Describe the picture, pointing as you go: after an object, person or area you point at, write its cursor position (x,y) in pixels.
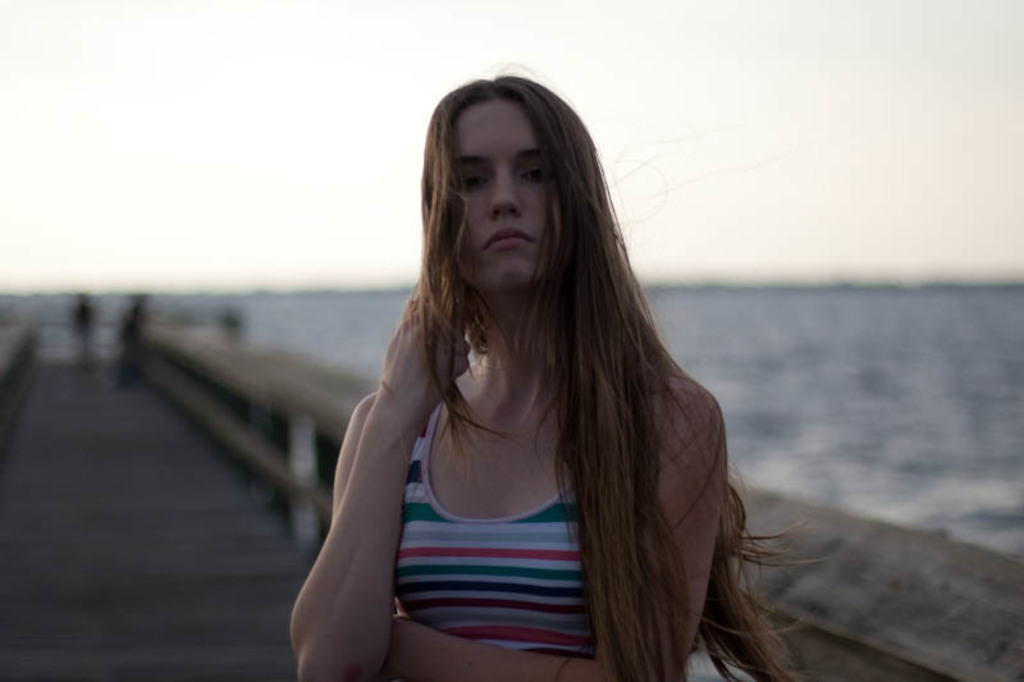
In this image there is one woman (521,525) standing in middle of this image (513,389) and there is a wooden bridge (166,520) at left side of this image (130,507) and there is a sea (686,346) at right side of this image (783,402) and there is a sky (321,148) at top of this image (294,140).
